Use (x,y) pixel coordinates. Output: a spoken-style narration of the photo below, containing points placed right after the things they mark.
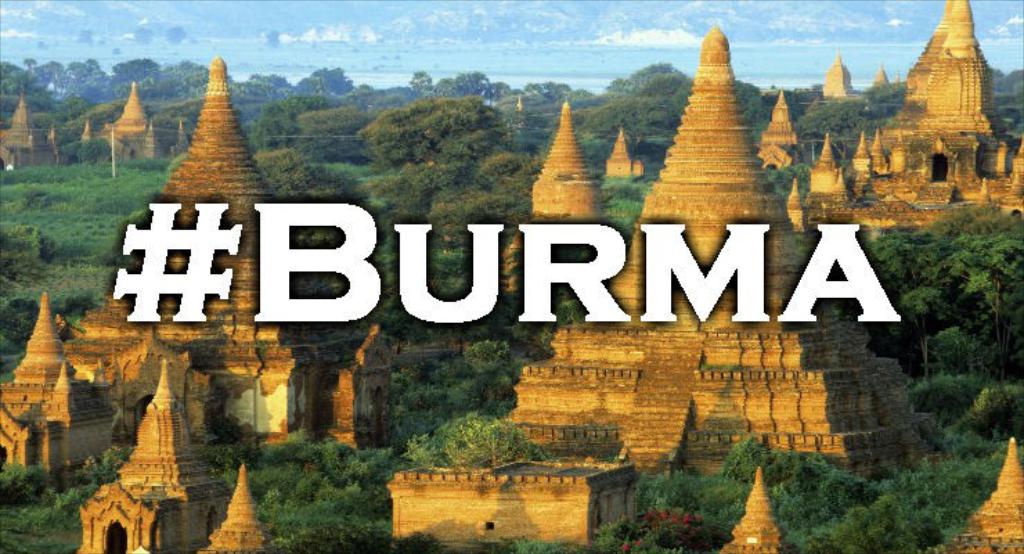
In this image there are many temples (202,159), trees (316,169), plants (107,206). In the background (586,39) there is sky (835,22). In the image ¨# BURMA¨ is written.
